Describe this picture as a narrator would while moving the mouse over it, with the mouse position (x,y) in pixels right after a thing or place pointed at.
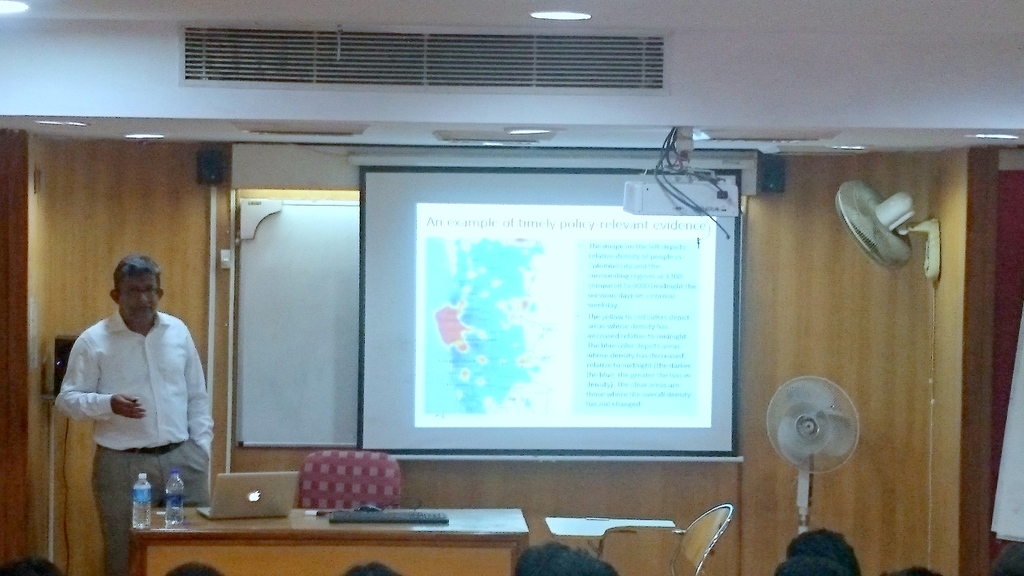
A man (151,409) wearing a white shirt (152,401) is standing. In front of him there is a table (433,537). On the table (424,550) there are laptop (244,494), bottles (180,503) and a keyboard (372,520). Near to the table (354,532) there are two chairs (375,477). And in the background (365,437) there is a screen (609,261) and a projector (677,193). Two fans (867,207) are there. And an AC (479,43) is over there.
